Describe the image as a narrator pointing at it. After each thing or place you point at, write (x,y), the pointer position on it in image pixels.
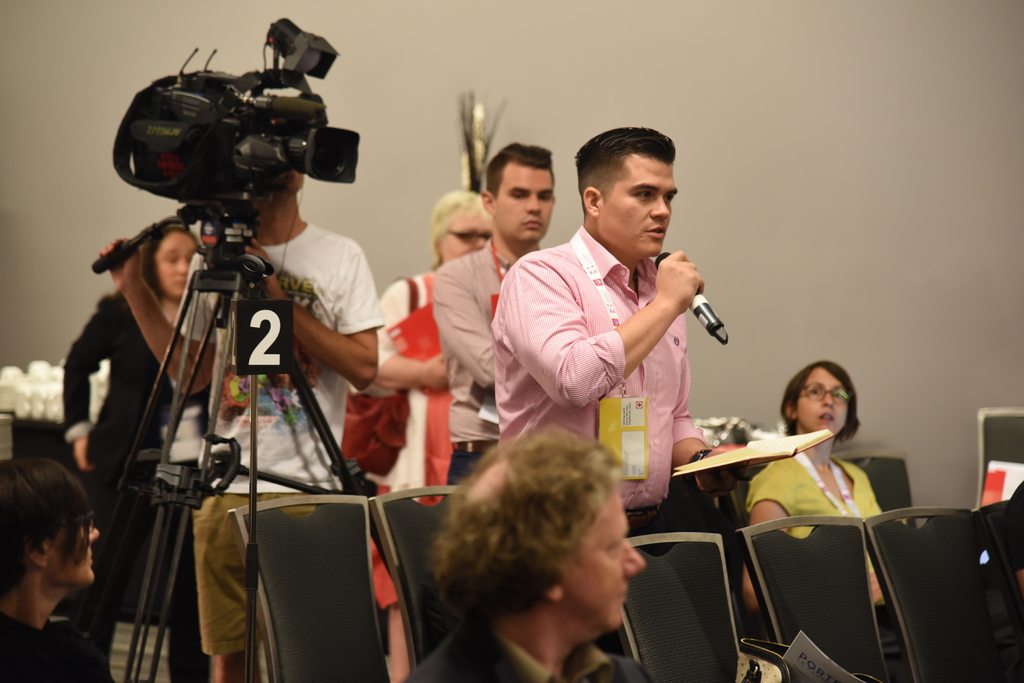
In this image there is a person (608,366) standing and holding a mike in one hand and in the other hand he is holding a book (722,458), behind him there are a few people (321,286) standing, one of them is shooting with a camera (227,235), beside him there is girl (820,489) sat on the chair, in front of him there is another man (547,616) sat on the chair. In the background (503,127) there is a wall (797,84).
